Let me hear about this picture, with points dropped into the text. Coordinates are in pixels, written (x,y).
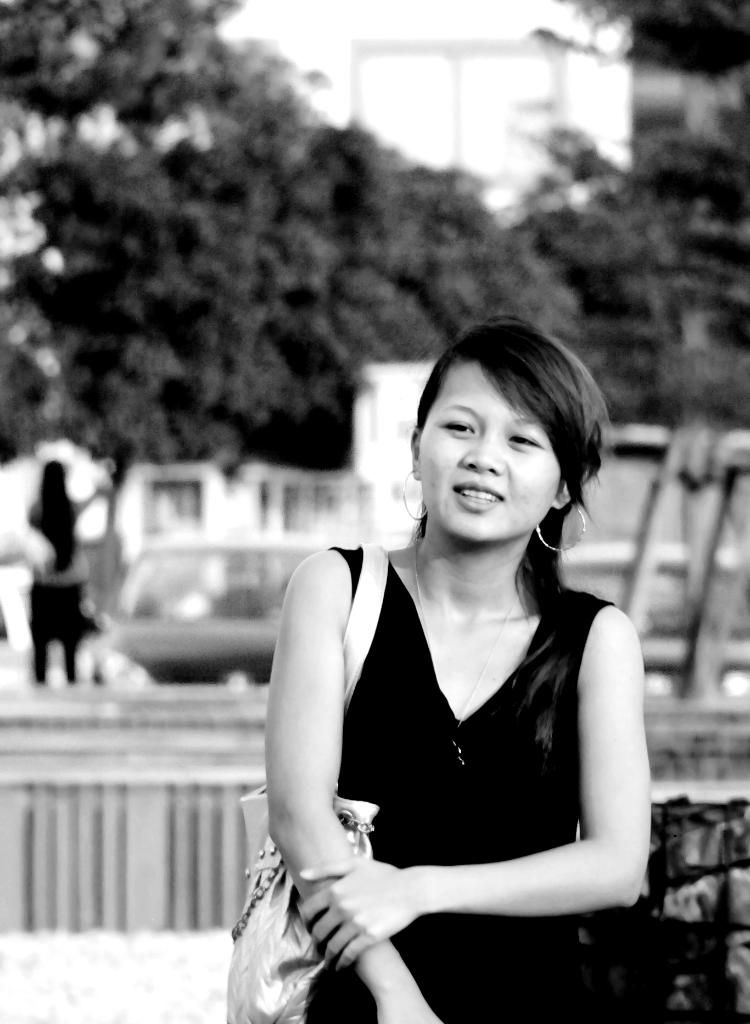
This is a black and white image. In this image, in the middle (469,613), we can see a woman (469,584) wearing a handbag (272,1014). On the left side (59,500), we can also see another woman (64,513) is standing. In the background (42,427), we can see some vehicles (724,599), trees (171,441), building (445,156). At the top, we can see a sky (499,10).
